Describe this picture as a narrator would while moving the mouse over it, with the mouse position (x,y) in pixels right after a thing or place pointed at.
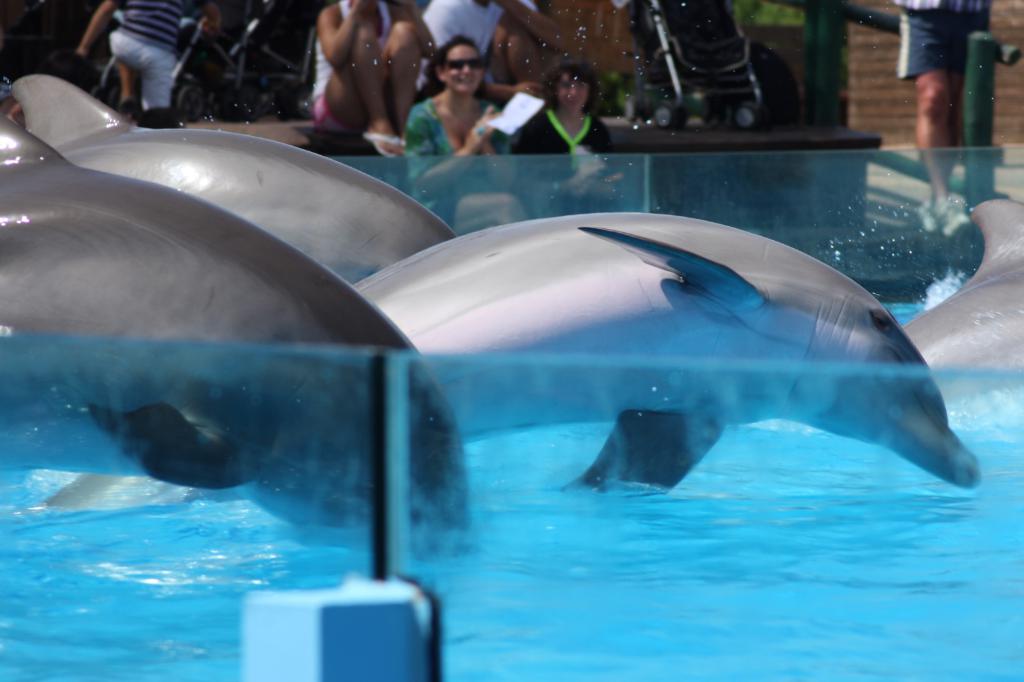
In this picture we can see dolphins (206,399) on water (943,510), glass fences (619,381) and in the background (553,118) we can see some people (445,36) sitting, paper (498,116), stroller (671,24) and some objects (609,44).
